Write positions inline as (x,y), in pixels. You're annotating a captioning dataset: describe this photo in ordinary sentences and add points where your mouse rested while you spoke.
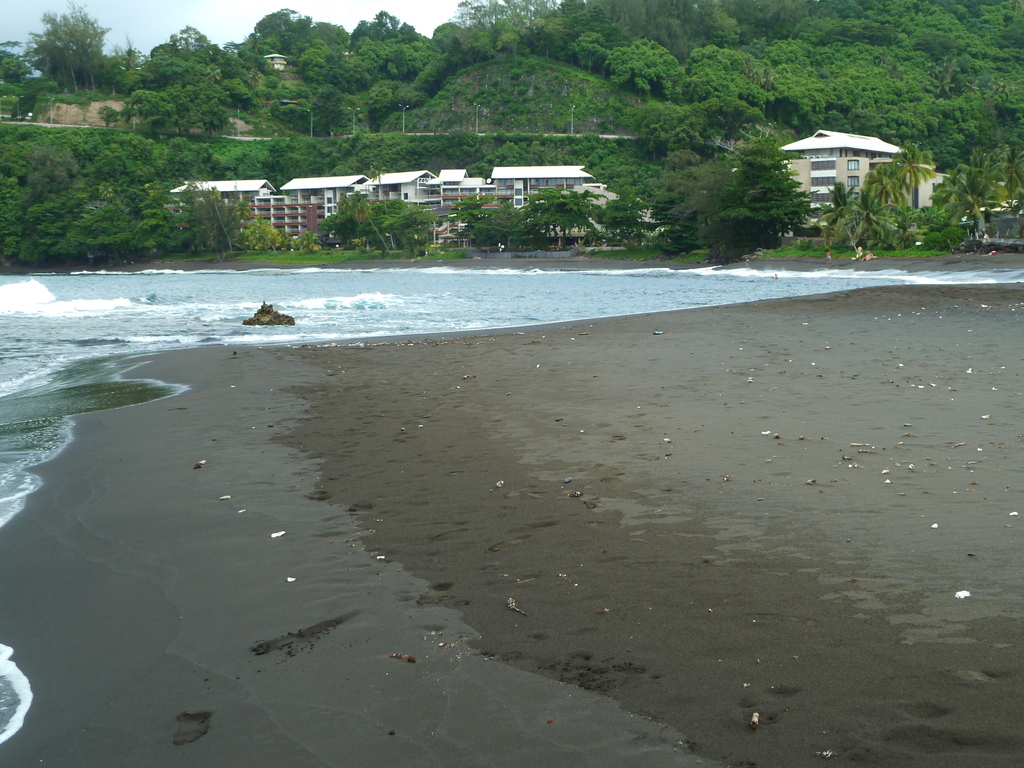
In this image I can see the ground (608,551), few white colored objects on the ground (788,428), the water (60,381), few trees (331,116), few buildings (350,185), few poles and in the background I can see the sky (413,8).
